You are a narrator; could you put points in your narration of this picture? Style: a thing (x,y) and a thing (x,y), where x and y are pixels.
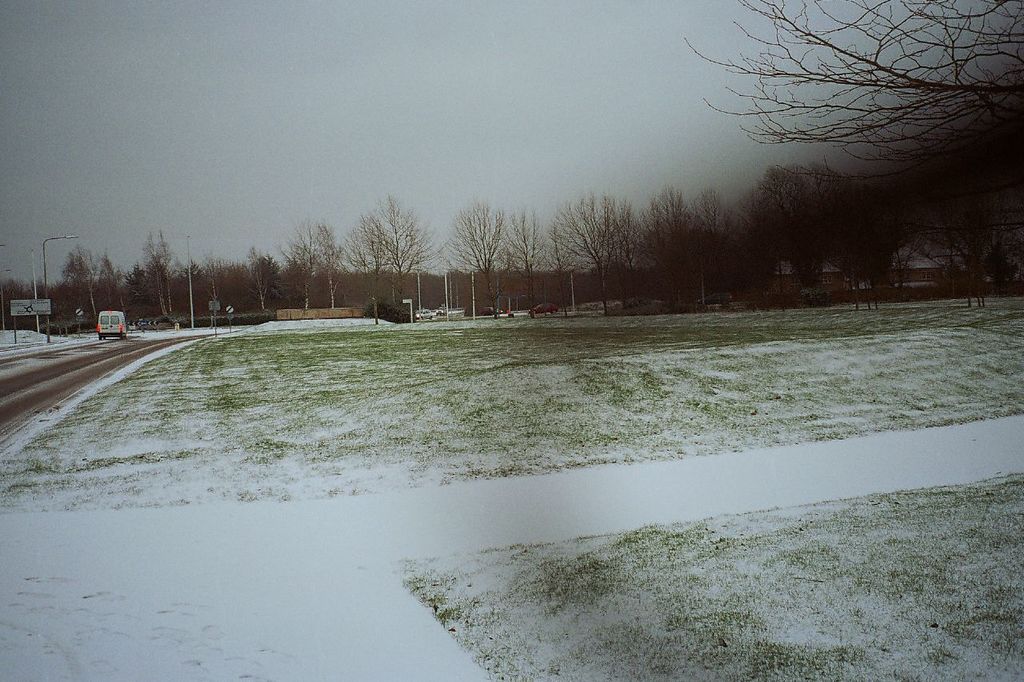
In this picture we can see a place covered with snow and fog (96,108). There are vehicles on the road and there are trees (223,277).
